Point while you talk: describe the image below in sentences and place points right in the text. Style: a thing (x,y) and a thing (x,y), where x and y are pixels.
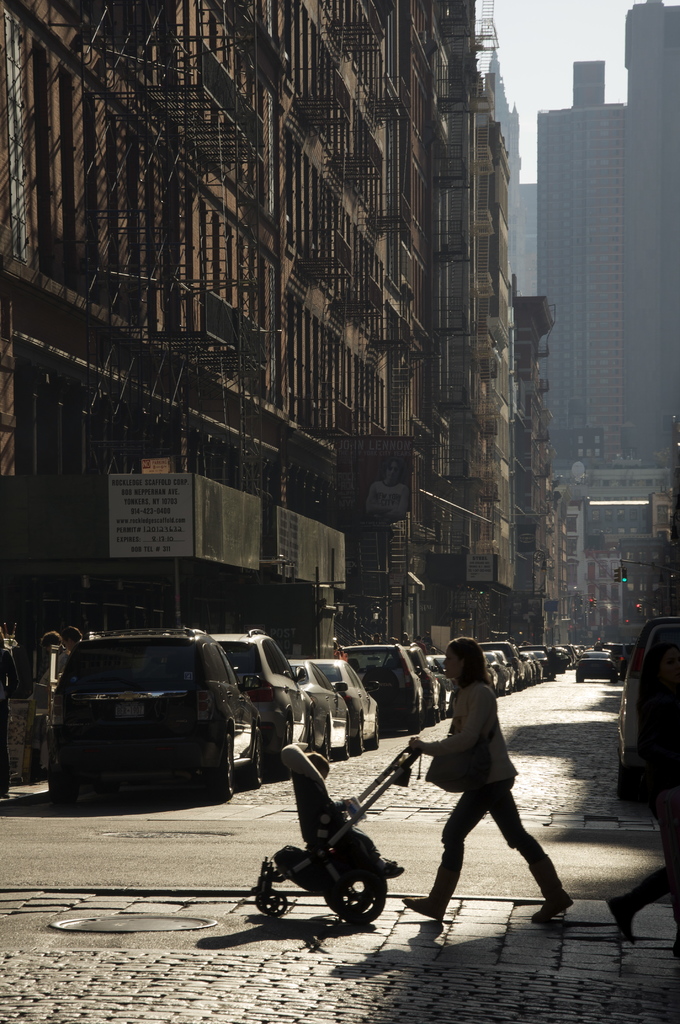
In this image in the front (438,762) there is a woman (446,835) holding a trolley (310,858) and walking and on the right side (657,741) there is a person (657,747) walking. In the background (441,360) there are buildings (305,397) and there are boards (190,552) with some text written on it and there are vehicles (412,654) and persons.
